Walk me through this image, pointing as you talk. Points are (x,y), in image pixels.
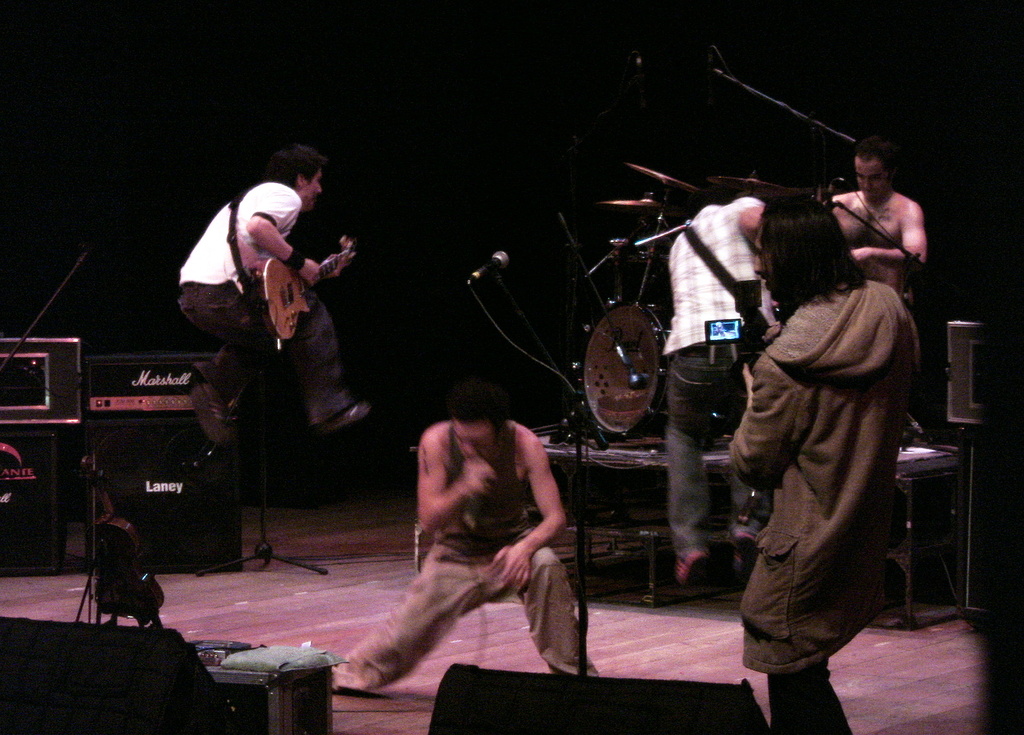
There is a group of people (430,480). They are standing on a stage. They are playing musical instruments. We can see in background (436,285) darkness (475,371).
